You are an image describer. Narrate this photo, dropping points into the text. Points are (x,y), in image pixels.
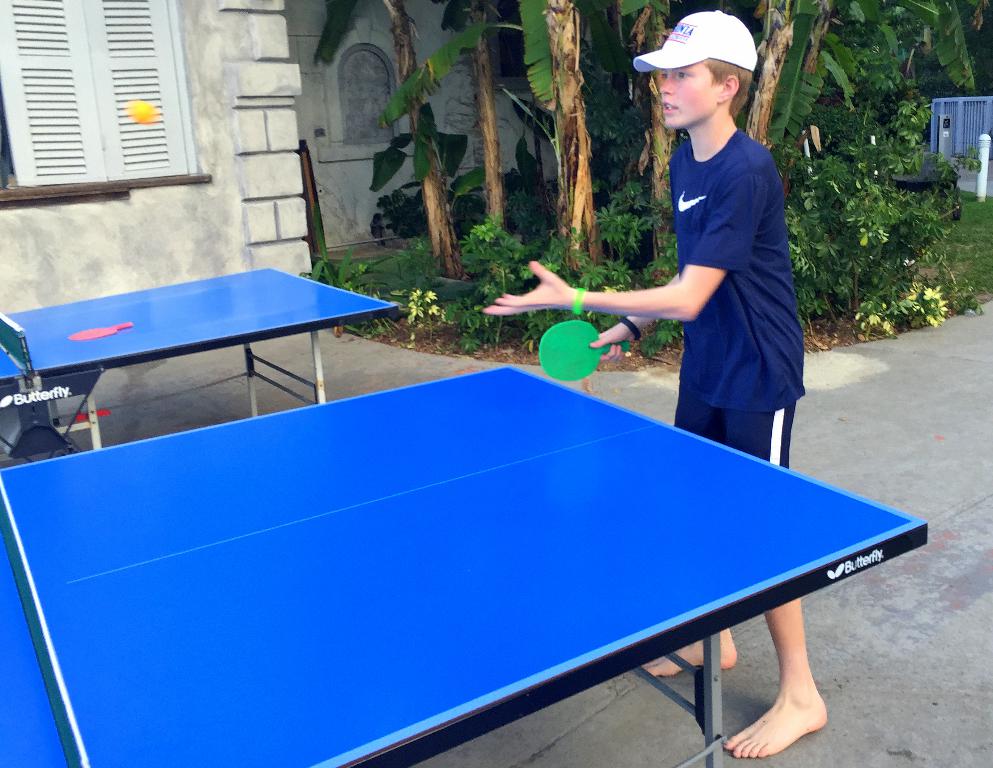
In this image we can see a person (664,307) holding a racket (565,345). We can see a ball (145,112) in the air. There are few table tennis tables (675,529) in the image. There is some text (51,394) on the table (662,535). There are many trees (854,27) and plants (869,256) in the image. There is a building (334,163) in the image. There are many flowers (933,305) to the plants (901,154). There is an object (974,108) at the right side of the image (952,122).
